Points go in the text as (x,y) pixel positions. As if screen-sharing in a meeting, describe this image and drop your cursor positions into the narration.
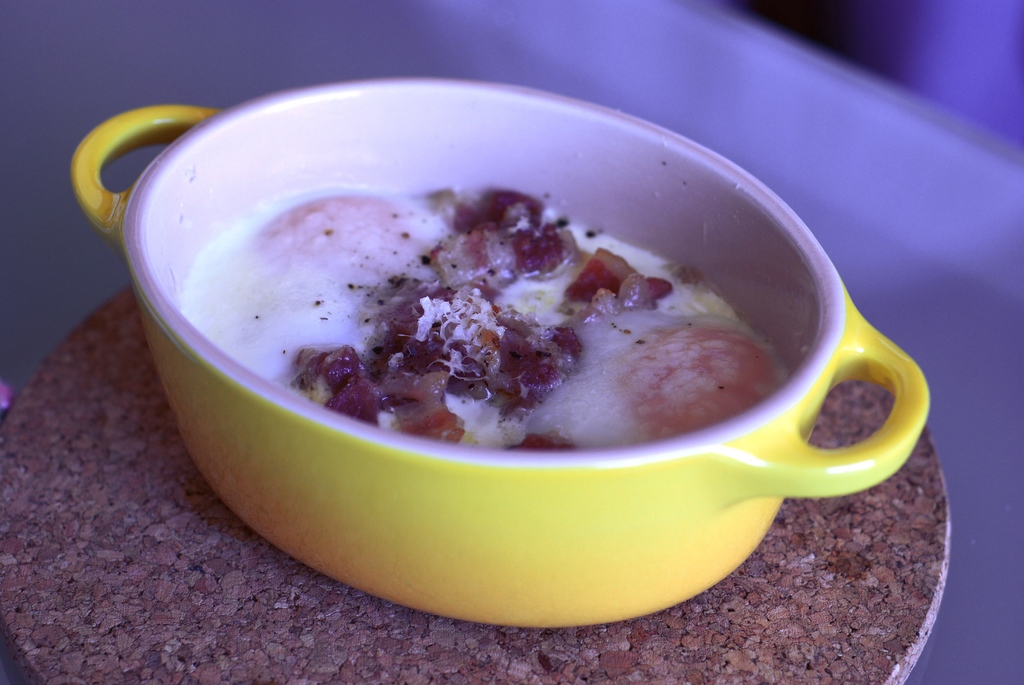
There is a yellow and white utensil (715,188) in which there is a food item (367,289).
